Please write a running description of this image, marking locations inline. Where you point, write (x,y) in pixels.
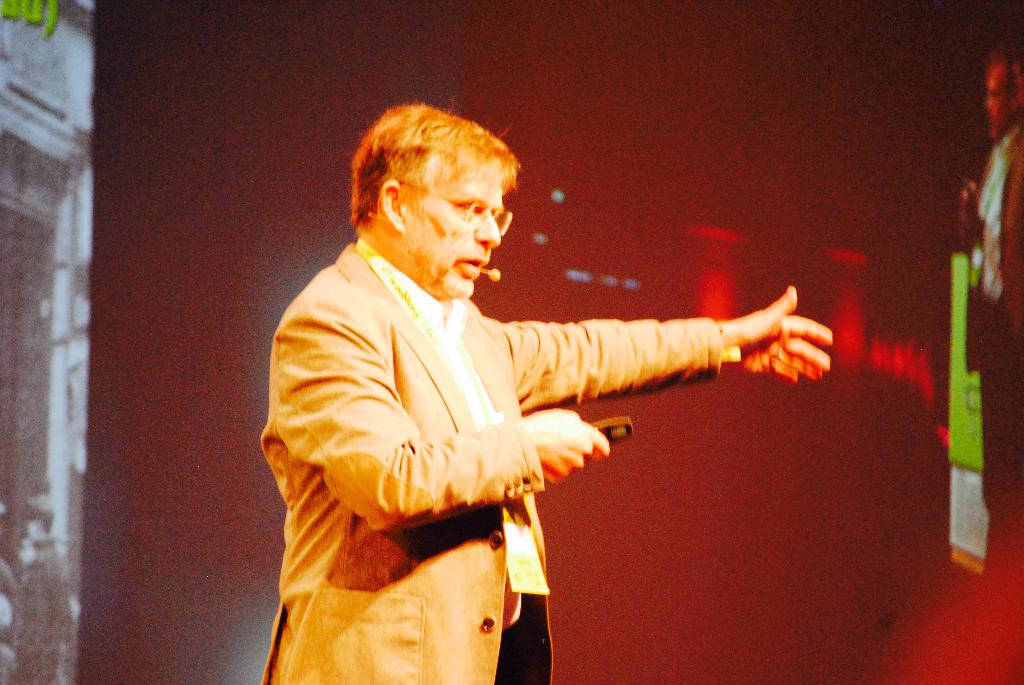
In this picture we can see a person (313,320) holding a remote (610,430) in his hand (595,431) and wearing a microphone (480,270) on his ear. We can see this man (788,343) is talking. There are a few lights (883,358) and other objects (69,521).
